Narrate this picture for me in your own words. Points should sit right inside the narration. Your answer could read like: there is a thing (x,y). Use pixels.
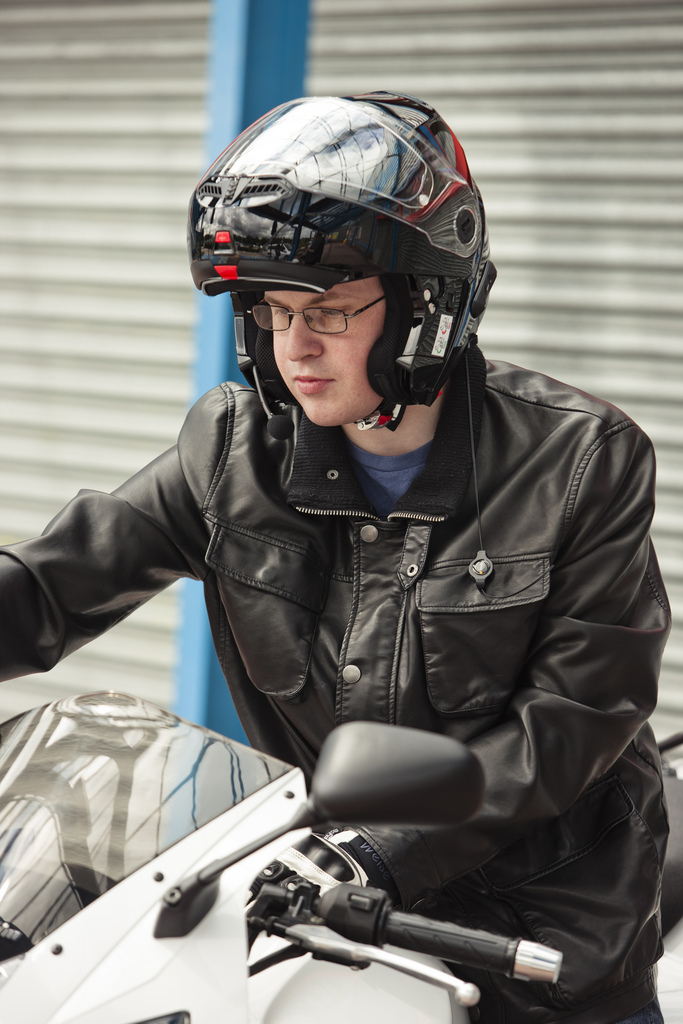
In this picture there is a man (374,405) who is wearing helmet (365,138), spectacle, jacket (358,601) and trouser (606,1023). He is standing near to the bike (72,826). Behind him I can see the shelter (191,284) and blue color pole (246,44).
